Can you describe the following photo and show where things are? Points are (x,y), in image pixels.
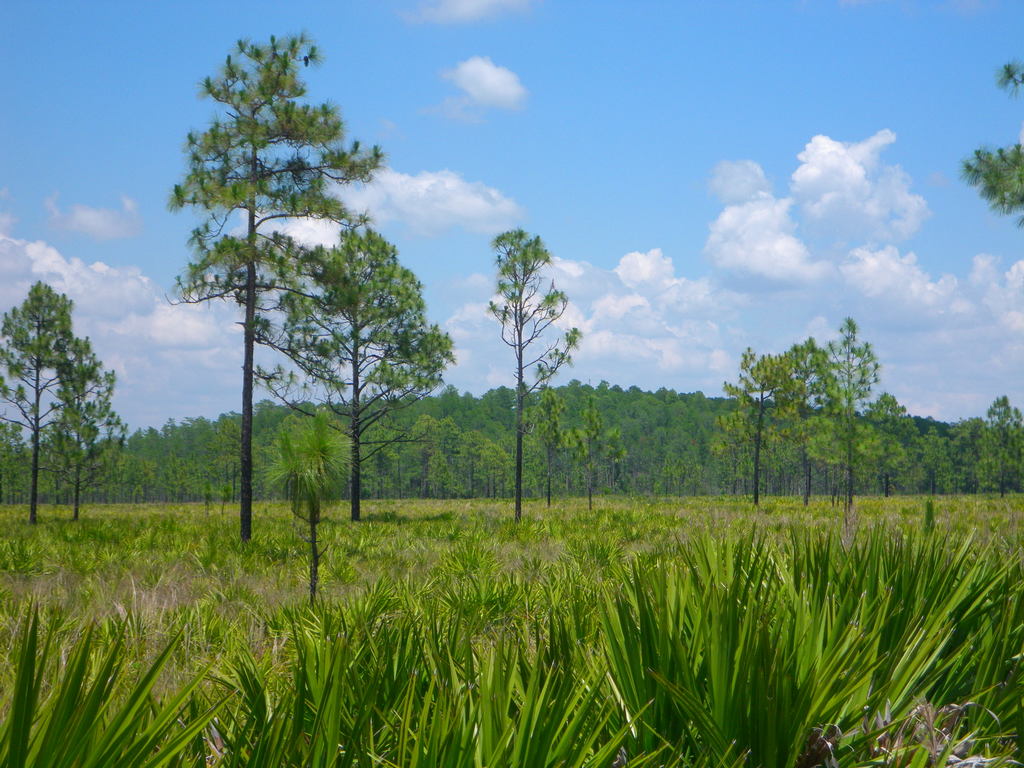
As we can see in the image there is grass (110,570) and trees (478,452). On the top (639,117) there is sky (645,196) and clouds (761,224).
